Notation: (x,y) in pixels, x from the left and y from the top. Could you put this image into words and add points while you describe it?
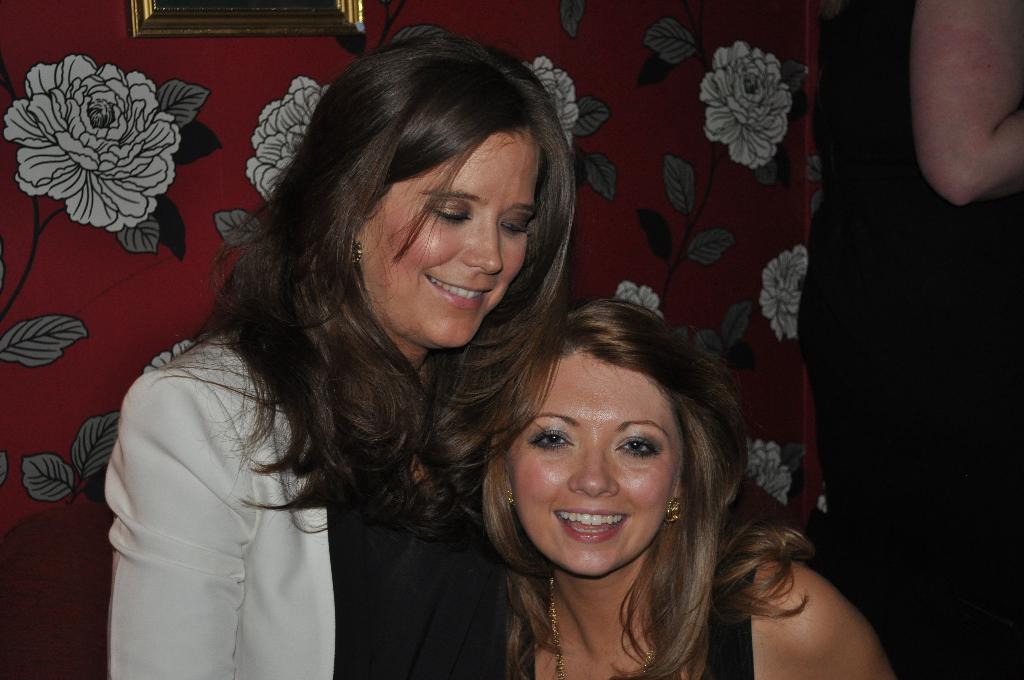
In this image, we can see two ladies (441,501) smiling and in the background (898,316), there is an another lady (862,249) and we can see a frame (298,26) placed on the wall (116,293).
